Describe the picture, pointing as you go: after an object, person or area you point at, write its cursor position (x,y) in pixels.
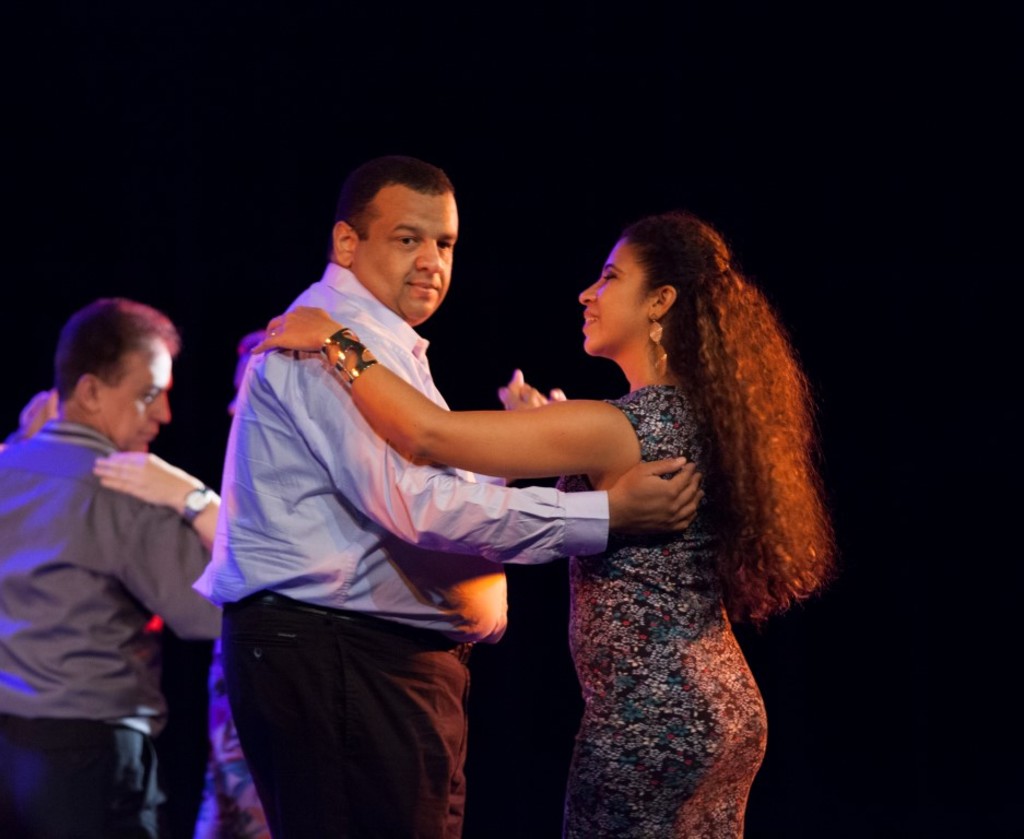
In this image, there are two persons (693,503) standing and wearing clothes (283,544). There is a person (166,552) in the bottom left of the image (60,576) wearing clothes (93,549).
